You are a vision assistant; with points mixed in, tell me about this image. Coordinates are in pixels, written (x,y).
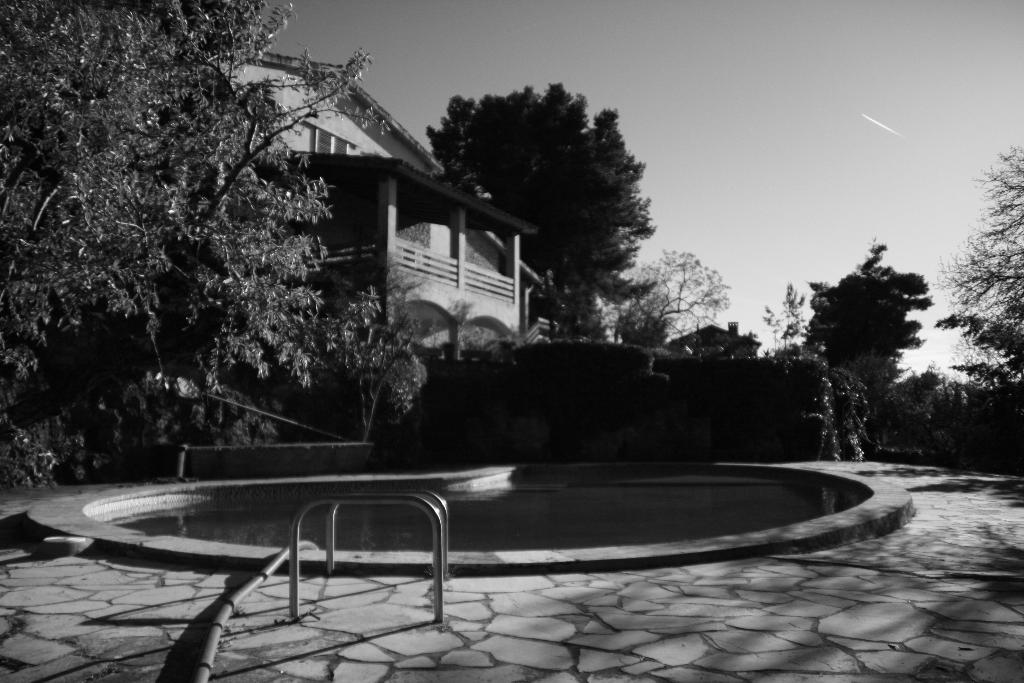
In this image in the front (332,522) there are rods (435,546). In the center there is water (498,504) and in the background (195,279) there are trees (647,343) and there is a building (424,210).
